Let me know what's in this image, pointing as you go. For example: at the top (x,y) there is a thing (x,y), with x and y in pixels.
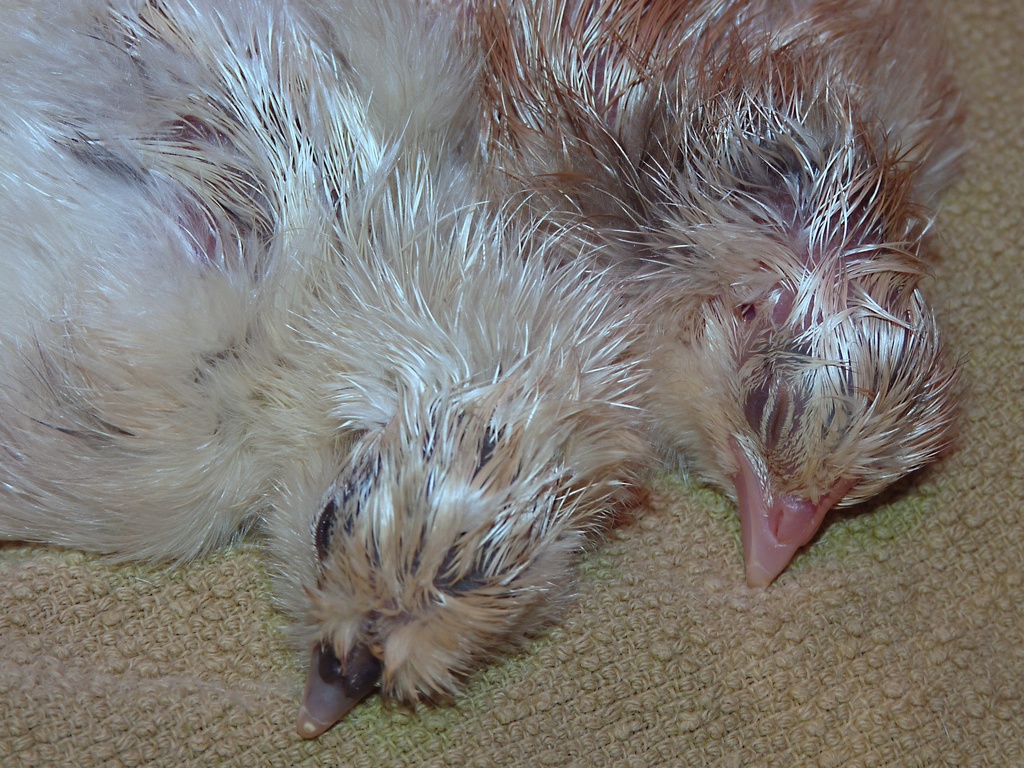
In this picture we can see two birds (315,523) lying on a cloth (694,531).
